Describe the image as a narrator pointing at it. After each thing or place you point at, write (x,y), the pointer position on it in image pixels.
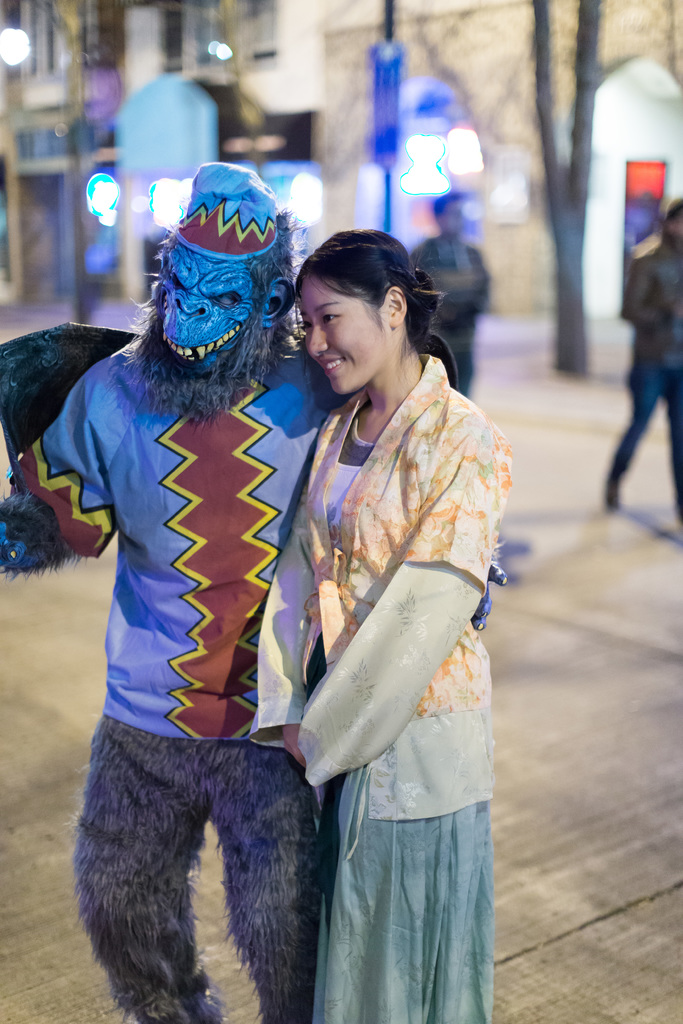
In the center of the image (333,517) we can see man (207,343) wearing mask (167,336) and woman (315,518) standing on the ground (91,976). In the background (87,87) we can see lights (299,177), persons (625,301), trees (564,301) and building (267,79).
